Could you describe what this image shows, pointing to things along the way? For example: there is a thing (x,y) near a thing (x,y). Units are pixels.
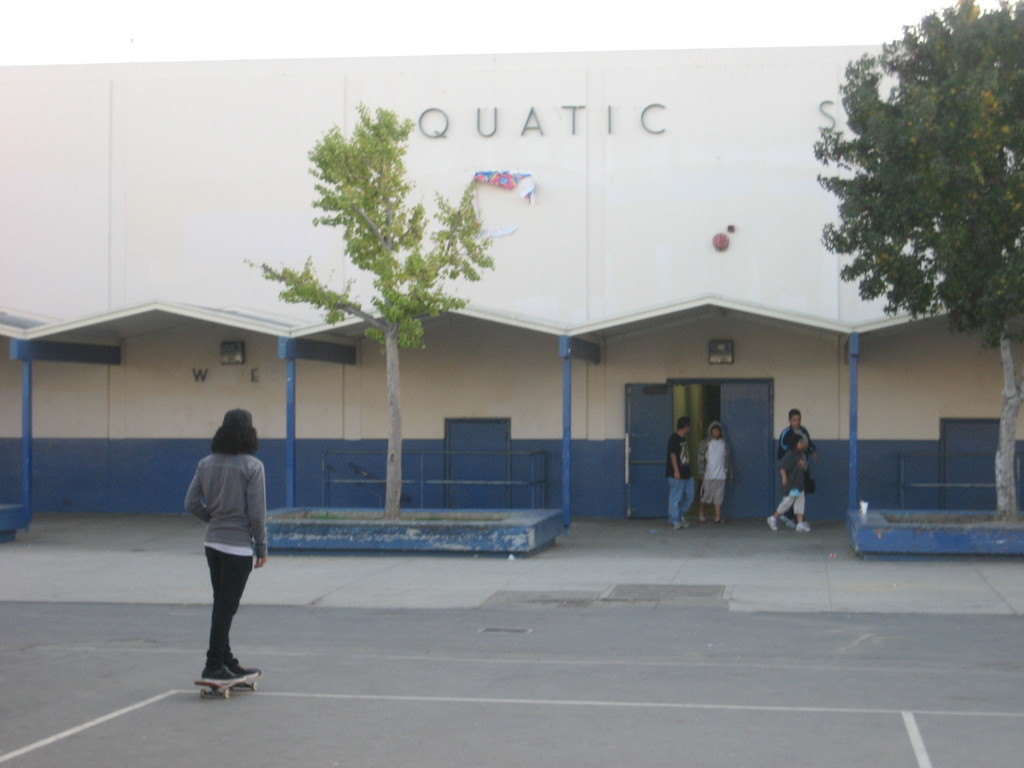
There is a person (206,499) on a skateboard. In the back (437,339) there is a building (533,339) with doors (755,488) and a pillars (295,341). Also there is a name (608,130) on the building (522,116). In front of the building (445,321) there are trees (846,270) on stand (479,543). Also there are few people (709,448) near to the doors (734,417) of the building (736,470).
